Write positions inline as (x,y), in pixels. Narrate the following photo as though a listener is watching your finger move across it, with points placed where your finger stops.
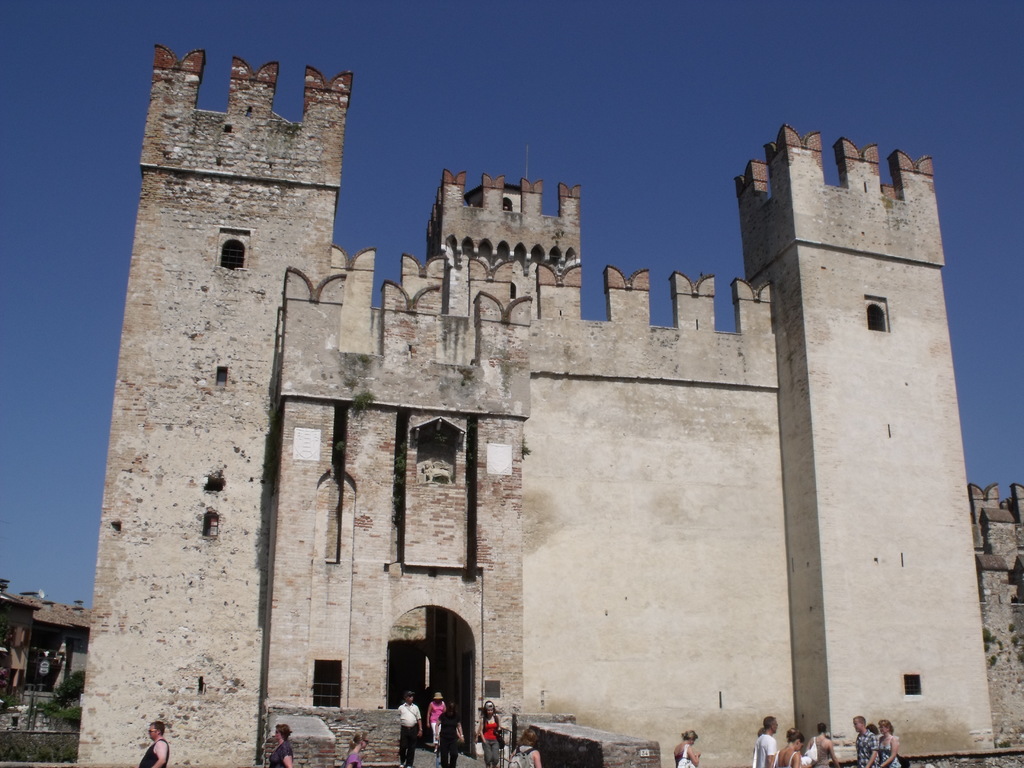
In this image we can see the buildings (926,612). In the background (93,210) we can see the sky (790,110). At the bottom (775,759) we can see the people (792,740) and we can also see the plants (63,702).
